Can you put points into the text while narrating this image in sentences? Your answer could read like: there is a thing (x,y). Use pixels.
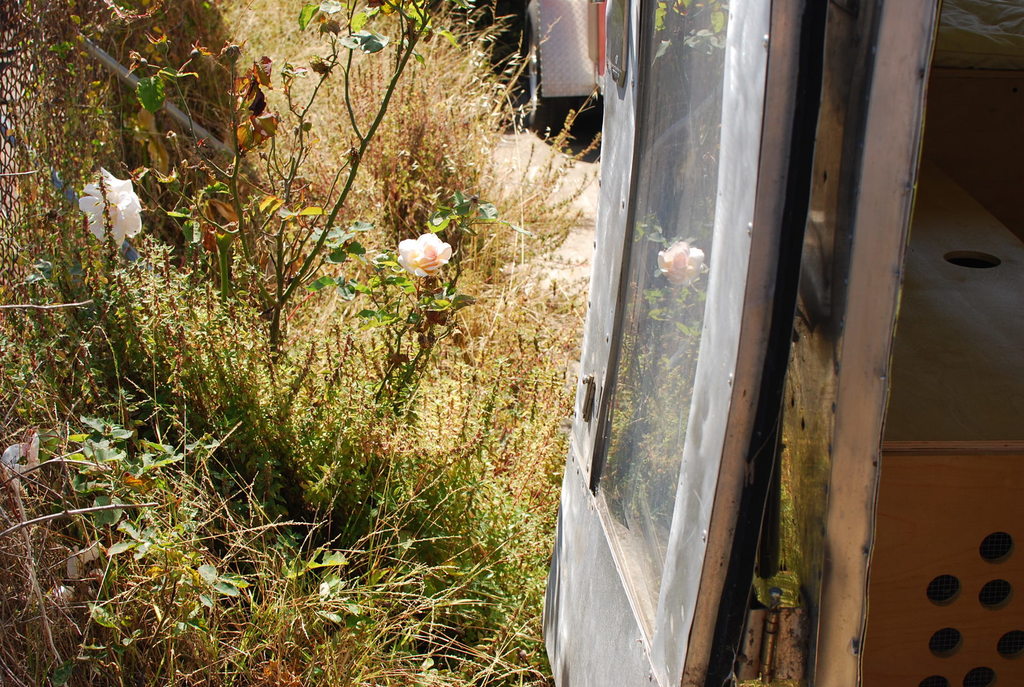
In this picture I can see a vehicle (935,187), bed (953,68), door (766,3), plants (36,16), flowers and some other objects (9,109).
